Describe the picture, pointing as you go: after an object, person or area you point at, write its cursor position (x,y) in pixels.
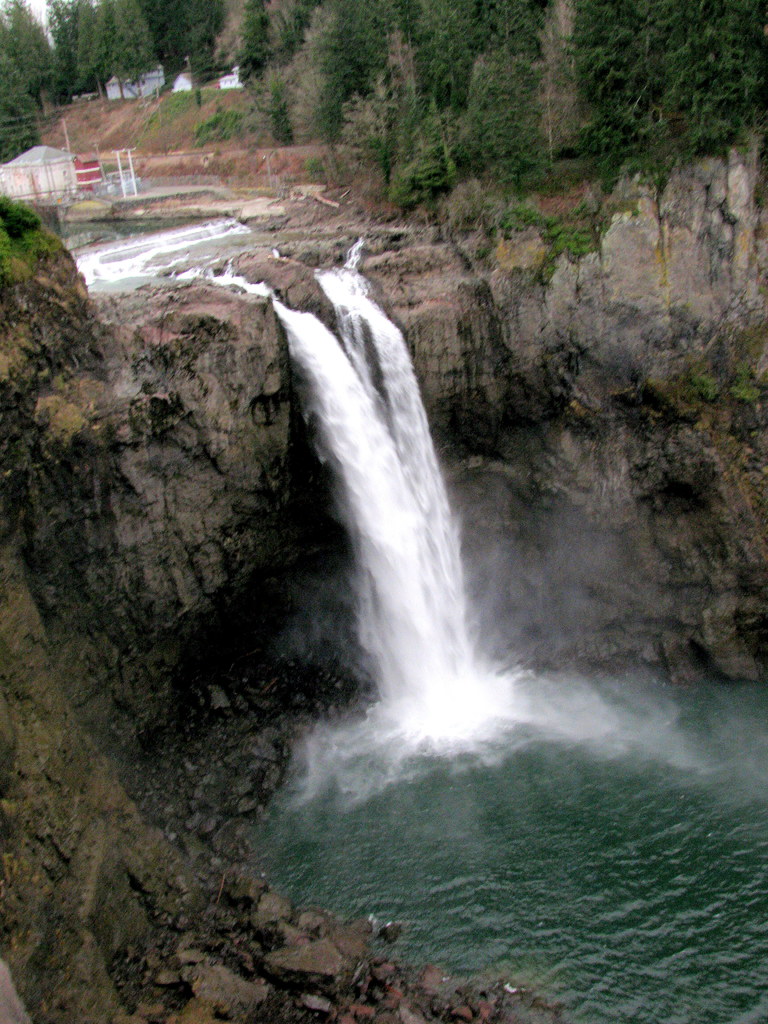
In this picture I can see waterfall (380,619) and few rocks (298,481) and I can see trees (615,158) and couple of houses (127,74) in the back (44,86).
